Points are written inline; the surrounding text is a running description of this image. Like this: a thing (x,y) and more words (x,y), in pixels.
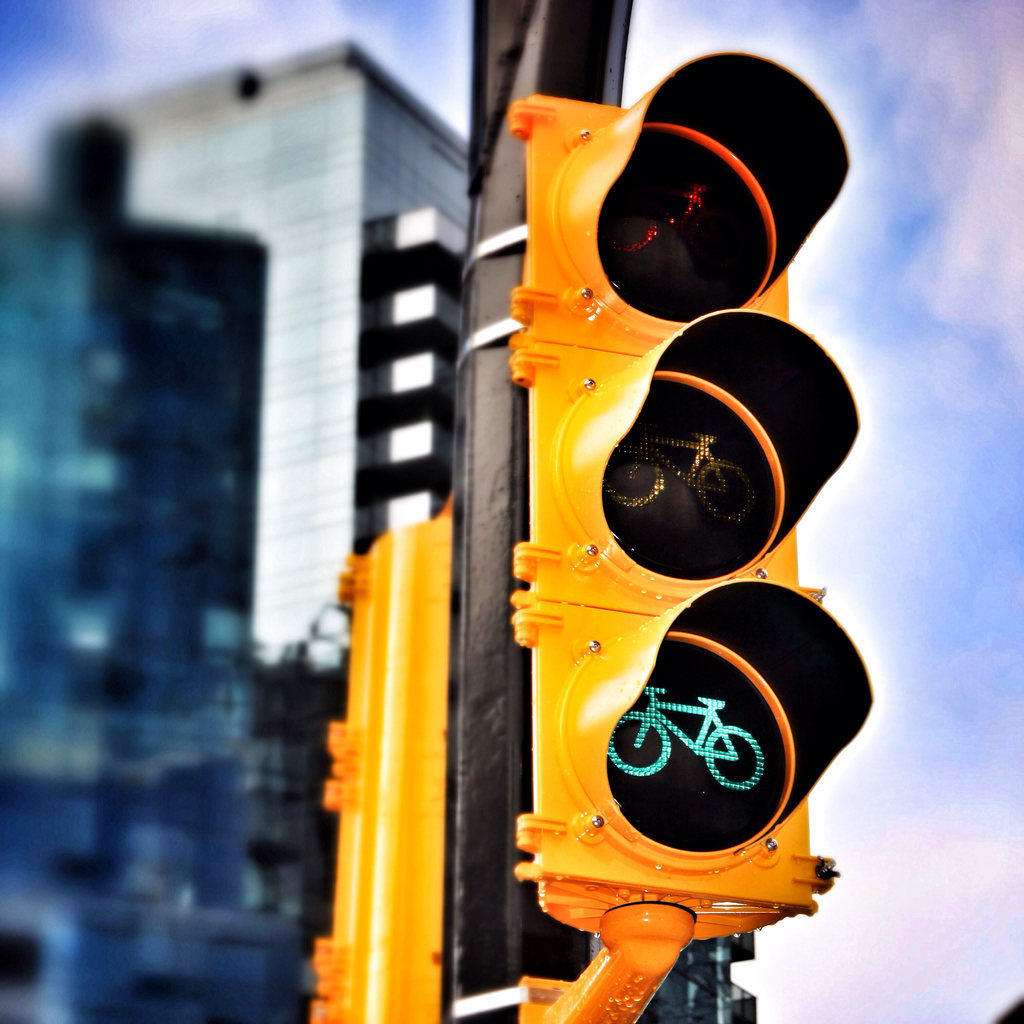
In this image I can see a traffic signal (609,263) which is yellow in color to a black colored pole (556,20). In the background (251,483) I can see few buildings (185,354) and the sky (901,646).
